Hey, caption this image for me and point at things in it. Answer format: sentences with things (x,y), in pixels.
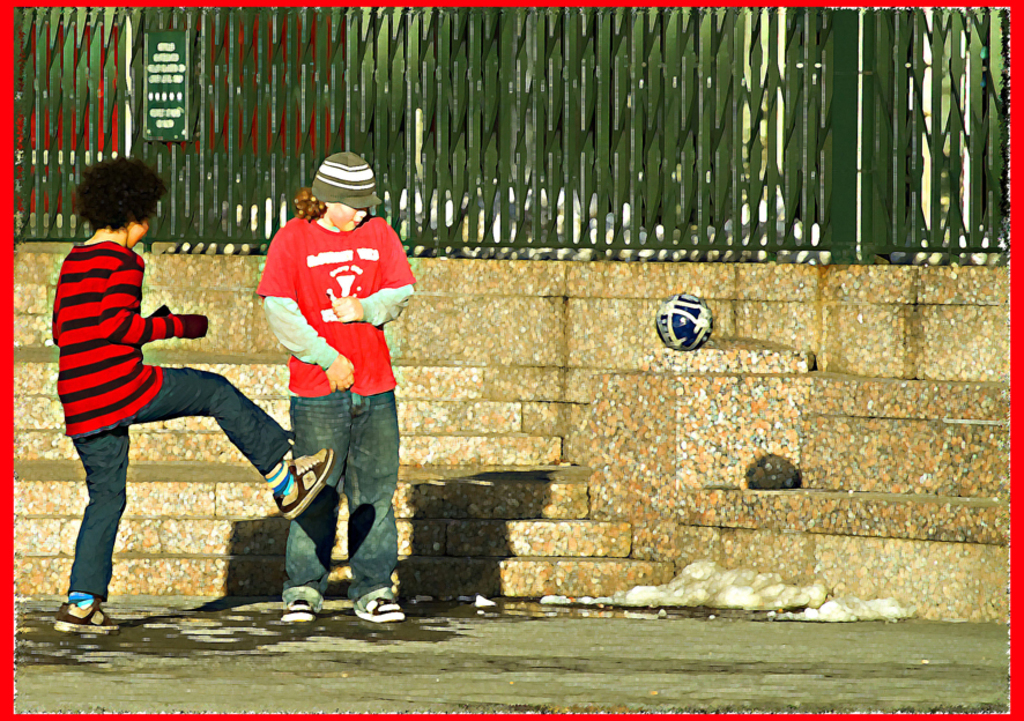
In this image I can see two people (304,355) standing and wearing different color dress (339,478). I can see a wall (831,451), fencing (850,53), board (173,73) and ball (686,335).
